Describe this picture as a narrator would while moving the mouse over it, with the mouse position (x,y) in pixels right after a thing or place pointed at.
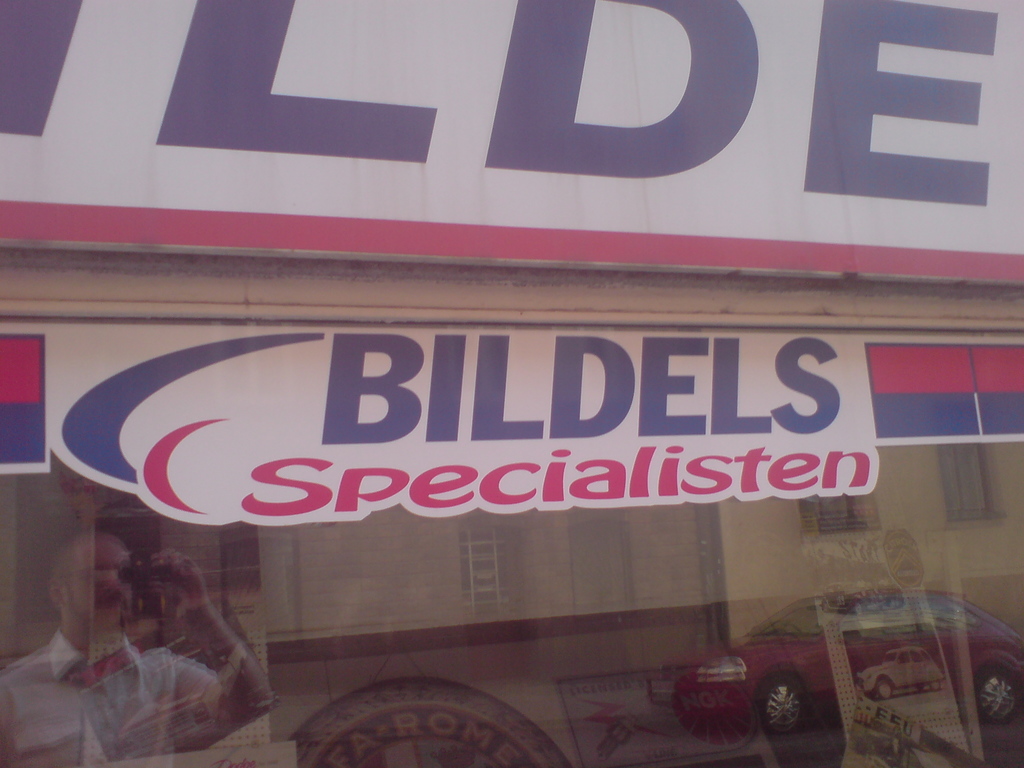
In this image I can see two white boards (382,103) and on it I can see something is written. On the bottom side of the image (514,526) I can see the glass wall (976,520) and on it I can see reflection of a car (723,658) and of a man (107,550). I can also see reflection (15,542) of few other things (640,694) on it.
